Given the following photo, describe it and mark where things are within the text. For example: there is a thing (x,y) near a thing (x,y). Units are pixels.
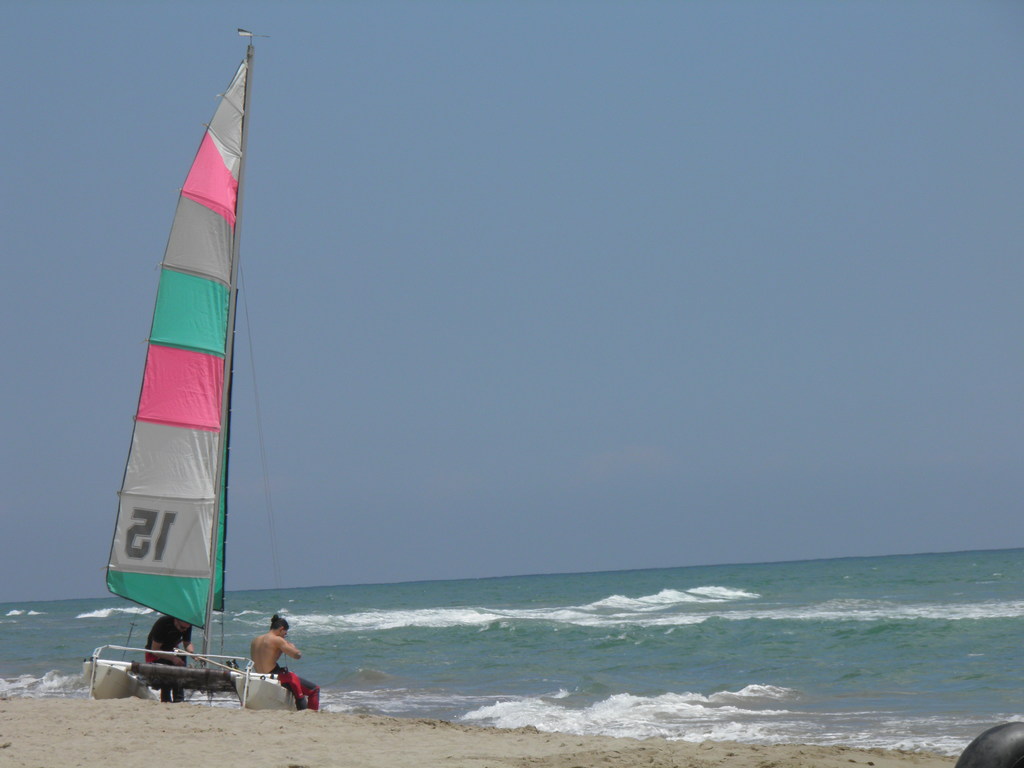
In this picture there is a boat (185,654) and two persons (270,636) on the sand (238,716) and there is water (660,621) in front of them.
